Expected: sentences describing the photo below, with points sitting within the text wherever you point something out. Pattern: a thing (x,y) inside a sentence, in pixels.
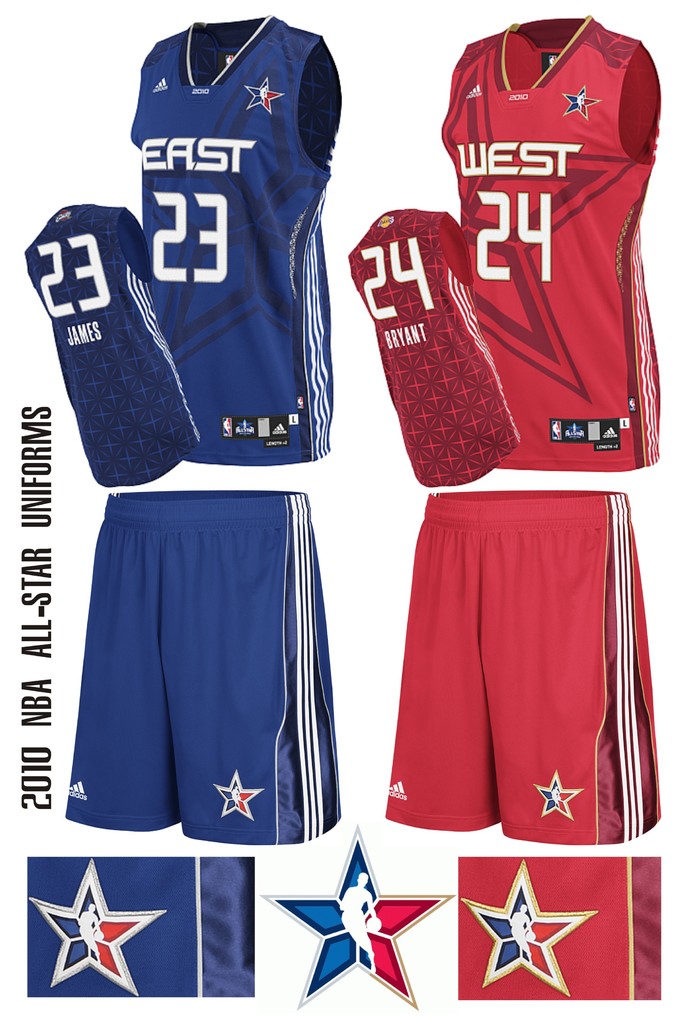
In the foreground of this picture (266,455), there are shorts (323,643), T shirts (423,223), few logos (386,964) in blue and red color.
